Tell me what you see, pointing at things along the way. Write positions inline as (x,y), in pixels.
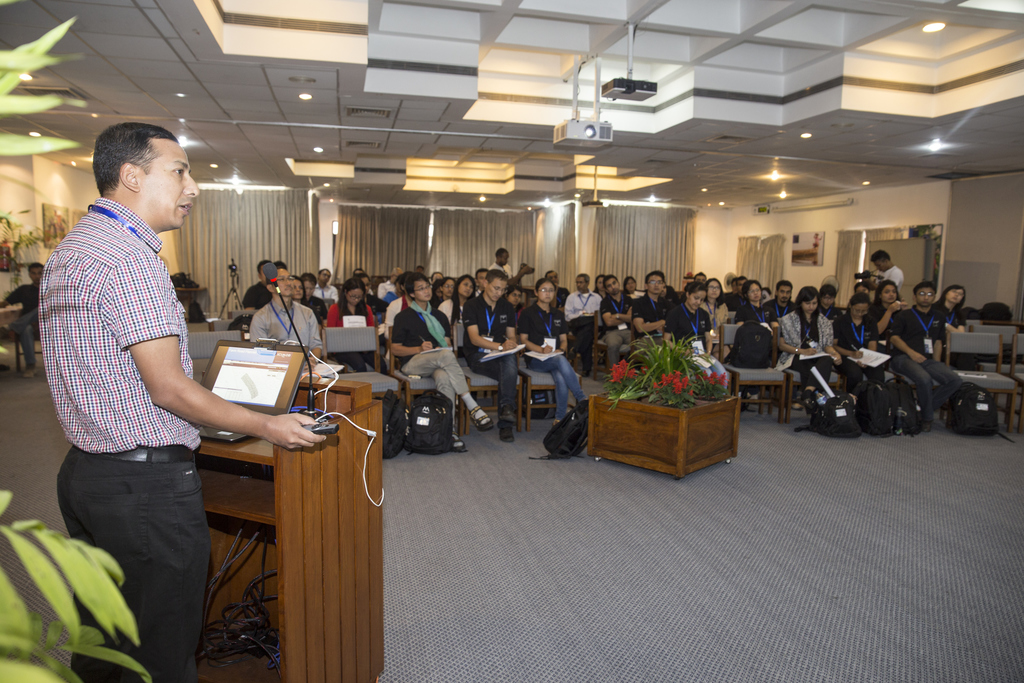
In this image there is a person (127,400) standing in front of a podium (267,441), on the podium (316,457) there is a laptop (285,413), mic (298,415), cables (216,635), the person (307,422) is holding a remote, behind the person (199,533) there are leaves (71,568), in front of the person (140,417) there are a few people (659,288) sitting on chairs (383,380), in front of them there are bags (445,434) and there are flowers (664,385) on plants (671,402) in a wooden box (651,414), the people (558,381) are holding books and pens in their hands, in the background of the image (234,296) there are three people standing and there are cameras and some other objects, on the walls (182,248) there are curtains (301,242), at the top of the image (639,78) there is a projector (562,132) on the roof (517,78) and there are lamps (305,101).
